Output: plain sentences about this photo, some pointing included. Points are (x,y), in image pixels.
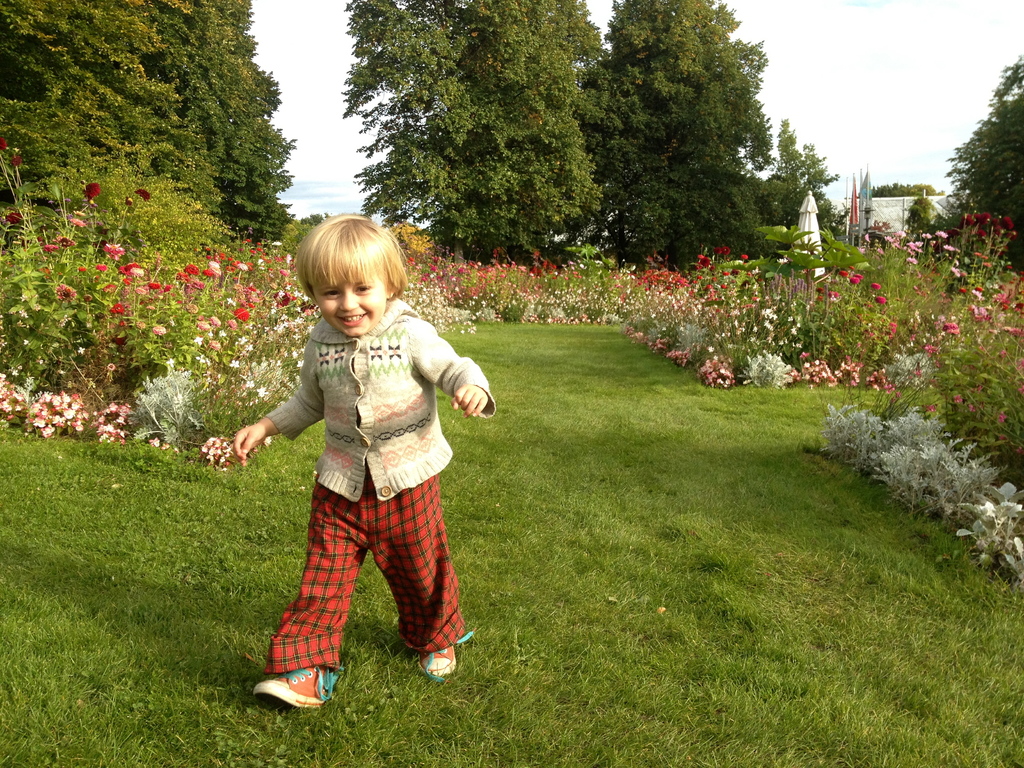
In this picture there is a boy (410,322) who is wearing sweater (374,357) and shoe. He is walking on the ground (697,504). On the bottom (719,623) we can see grass (575,663). In the back (473,234) we can see trees (138,181), flags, flowers (781,285), plants (886,350) and other objects (844,229). At the top right corner (943,42) we can see sky (931,64) and clouds (948,35).
